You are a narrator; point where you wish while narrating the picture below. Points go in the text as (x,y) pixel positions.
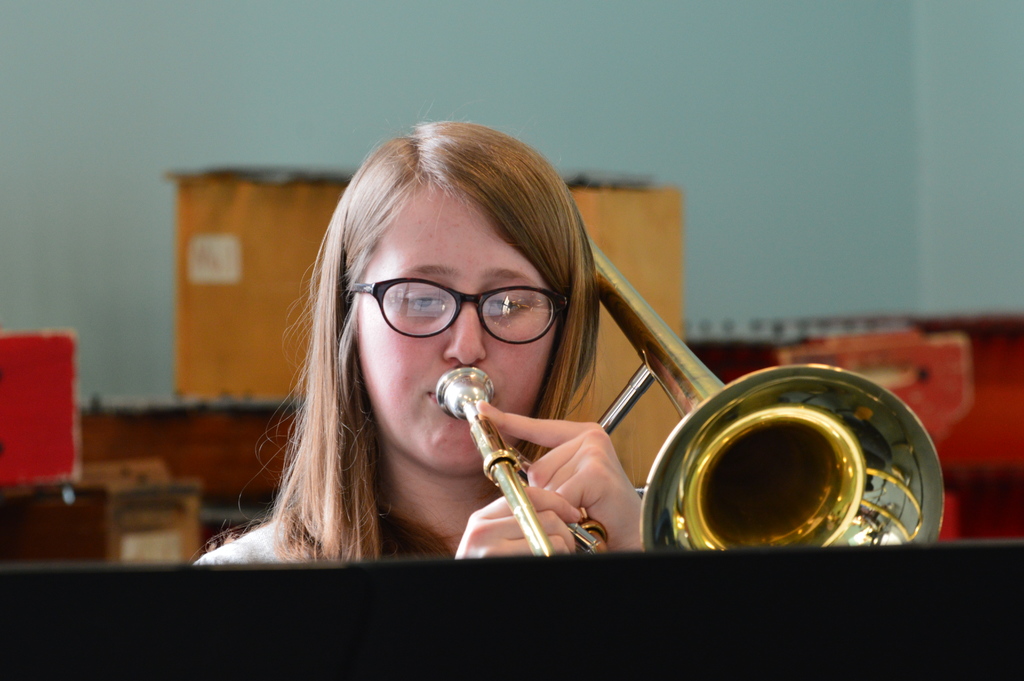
In this image I can see a woman (522,388) holding a musical instrument (692,420). In the background (514,120), I can see the wall (873,176).
